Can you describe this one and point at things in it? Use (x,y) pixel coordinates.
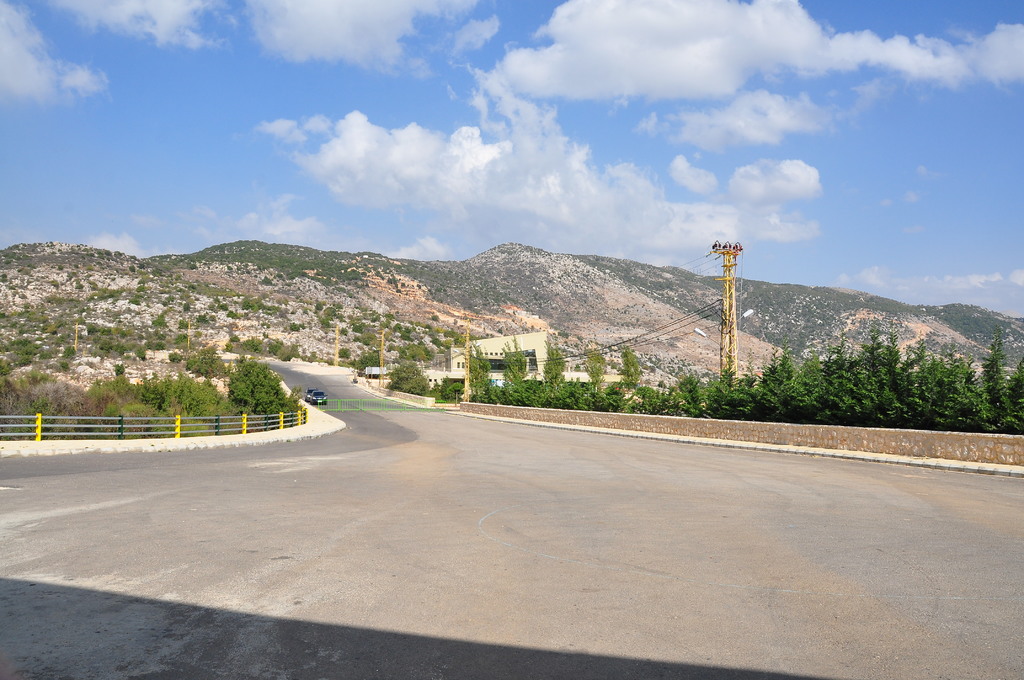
In this image we can see motor vehicles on the road (399,416), railings (90,426), trees (120,411), buildings (530,349), electric poles (724,345), electric cables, hills (673,289) and sky (432,201) with clouds (751,193).
